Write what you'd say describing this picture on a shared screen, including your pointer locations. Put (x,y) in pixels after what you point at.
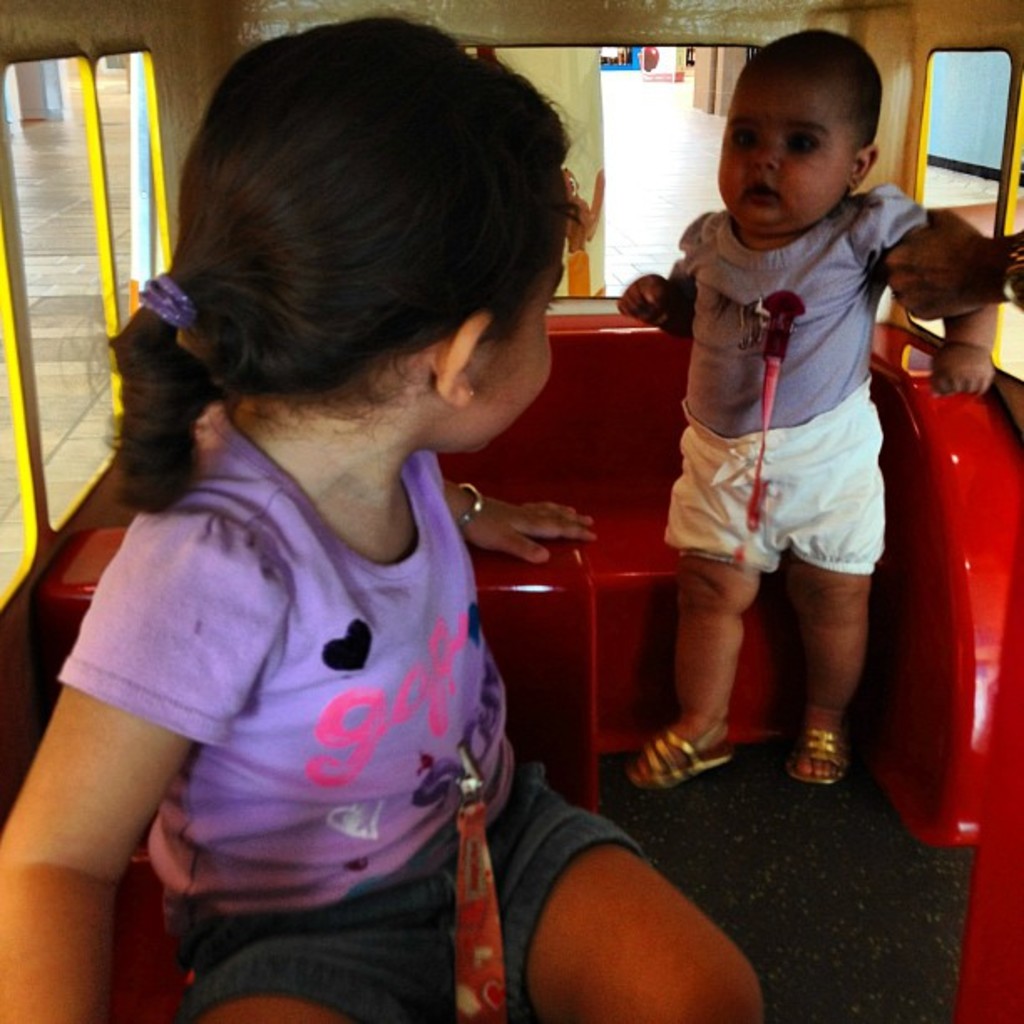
In this picture, it seems like children (983,383) inside a vehicle (530,482) in the foreground (637,321).
